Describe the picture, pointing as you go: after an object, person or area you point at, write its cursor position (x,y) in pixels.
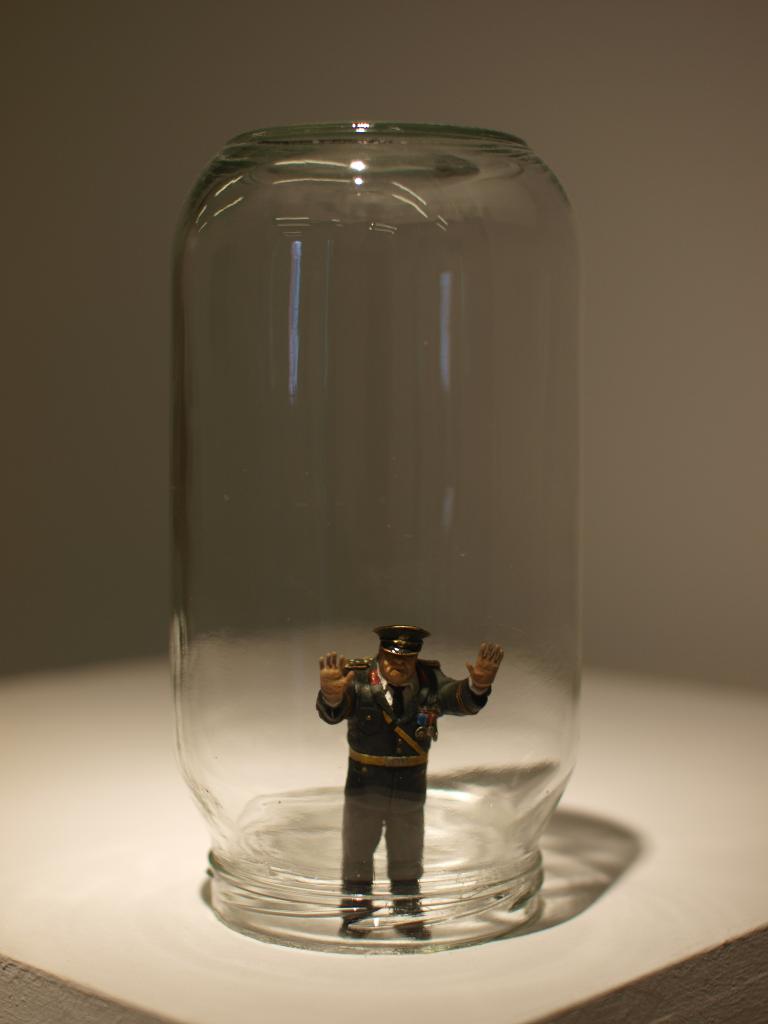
There is a toy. The toy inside of the bottle (496,306). The bottle (317,312) on a table (693,771).
